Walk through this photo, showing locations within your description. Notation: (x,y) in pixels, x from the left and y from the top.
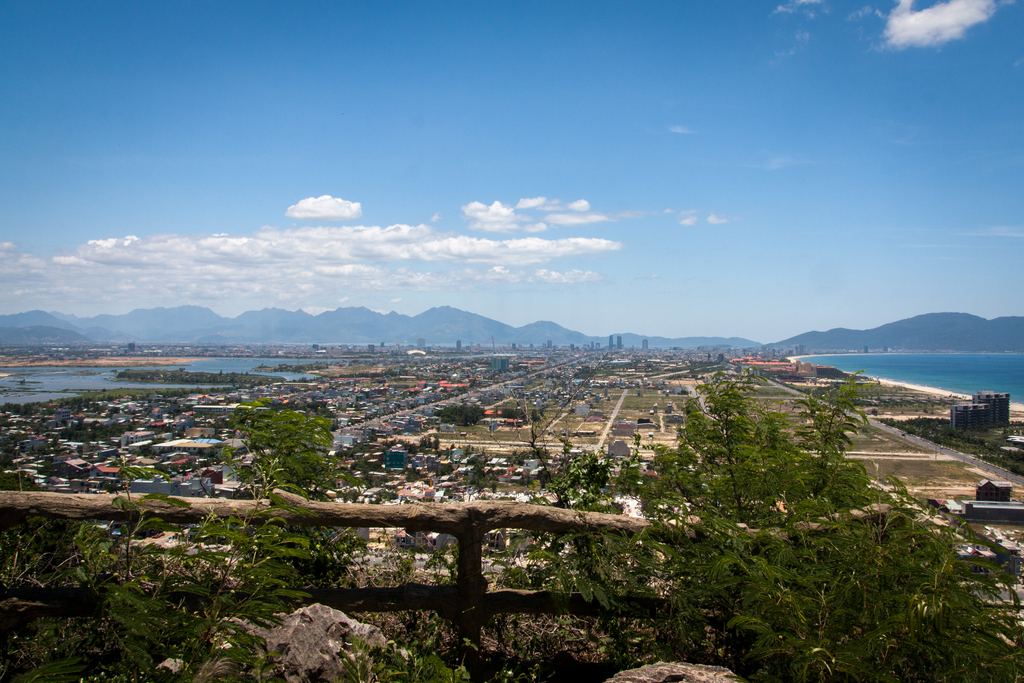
This looks like a wooden fence (470,511). These are the trees (276,451). I can see the rocks (343,633). This is the view of the city (450,420) with buildings (442,463). I think this is the sea (957,365). This looks like a river (118,382). Here is the road (947,447). In the background (369,322), I can see mountains (542,322). These are the clouds (373,246) in the sky (1017,303).
